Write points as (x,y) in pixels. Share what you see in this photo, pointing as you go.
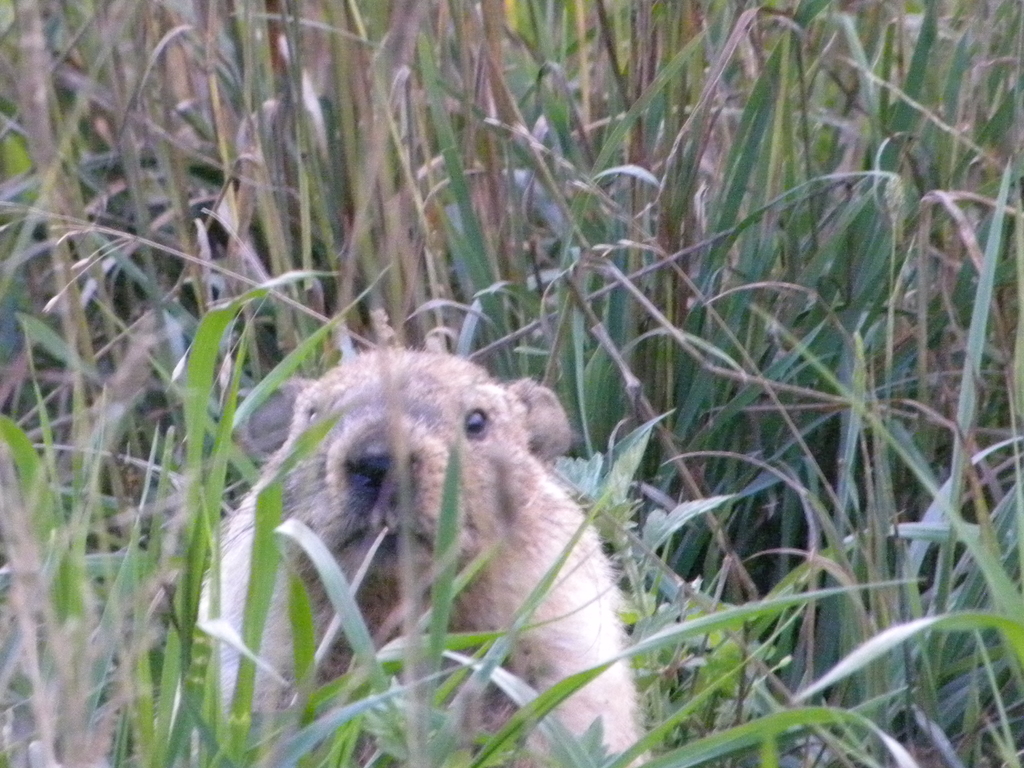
In this image we can see an animal (249,425) between the grass (262,525).
